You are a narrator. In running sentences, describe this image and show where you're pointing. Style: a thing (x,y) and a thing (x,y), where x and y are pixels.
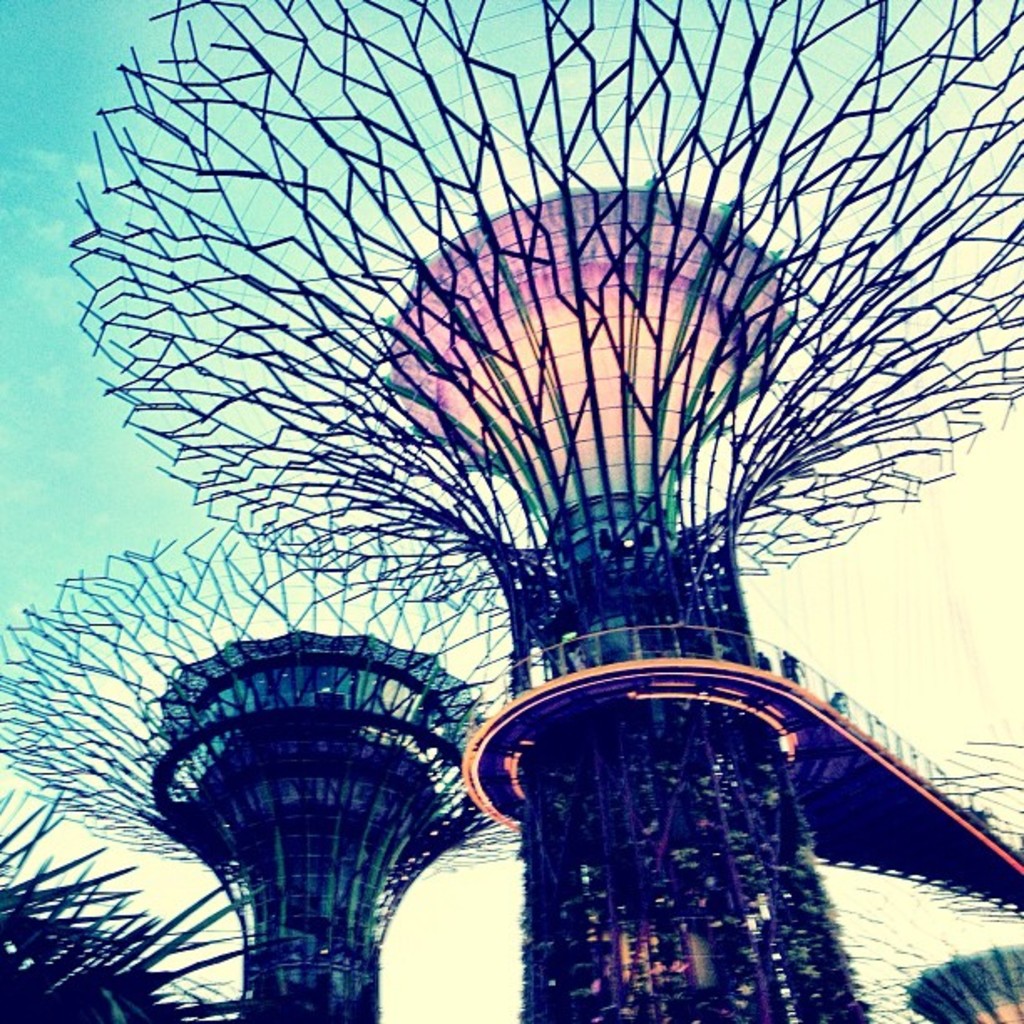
In the image we can see bridge (810,784) of modern architecture and the sky (85,214).
